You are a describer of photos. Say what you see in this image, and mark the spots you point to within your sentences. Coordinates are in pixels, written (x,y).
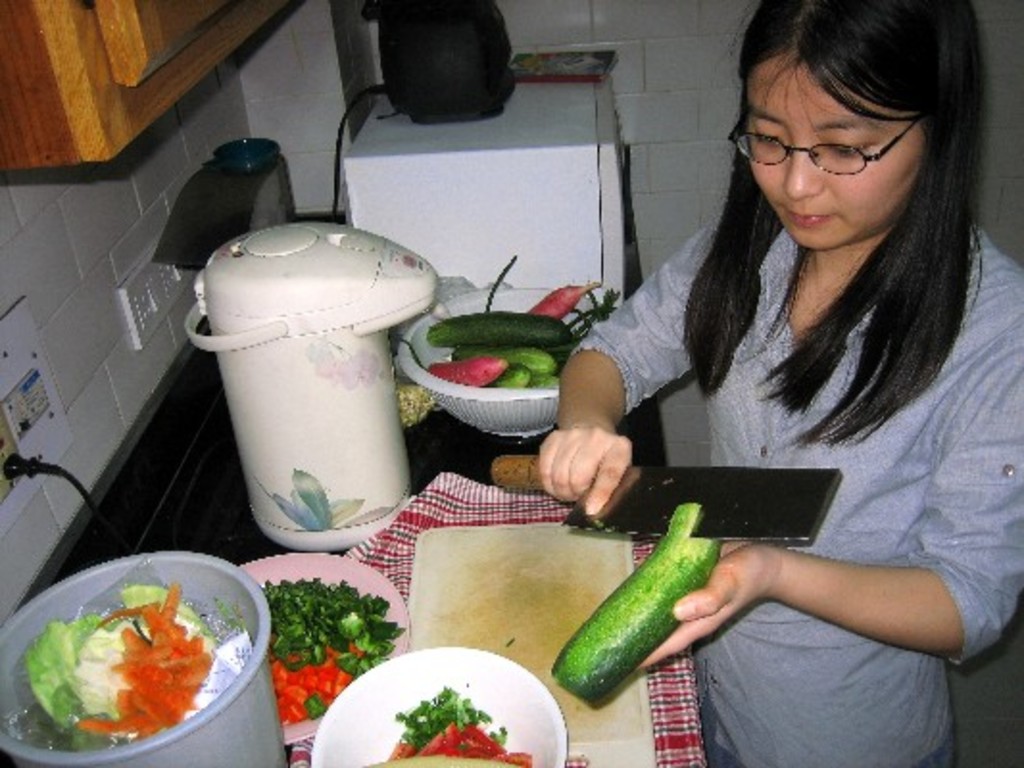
In this picture there is a woman (881,194) who is cutting the cucumber (668,618) with knife (654,511). She is standing near to the kitchen platform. On the platform (163,531) I can see the oven (456,176), thermos flask (347,346), basket (520,357), cucumber (529,376), tomato pieces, bowl (384,687), plate (345,641), vegetable pieces (319,623), bucket (41,611) and other objects (455,590). In the top left corner (67,110) there is a cupboard (66,100). On the left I can see some cables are connected to the socket (15,388).
